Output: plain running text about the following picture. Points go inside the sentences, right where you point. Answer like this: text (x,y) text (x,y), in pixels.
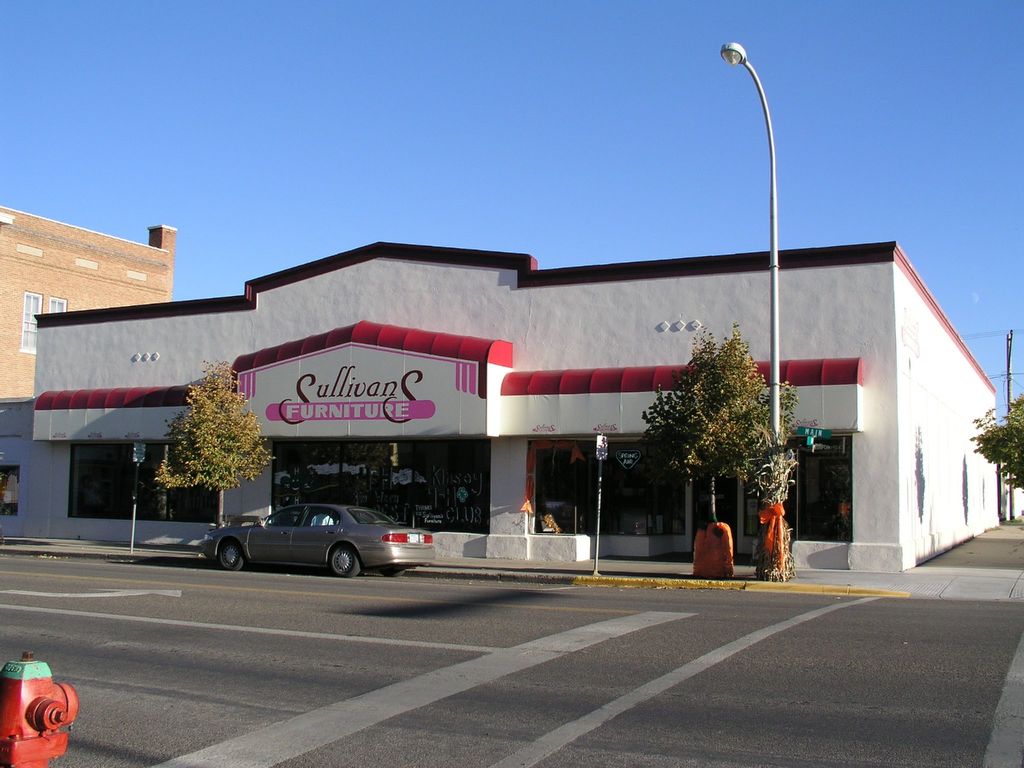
In this image we can see the store (498,303), glass doors (472,488), beside we can see the building (1,510) and window (644,509), we can see the vehicle (306,552) on the road (289,695), there are few trees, street lights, in the bottom left corner (24,725) we can see an object (57,741).
